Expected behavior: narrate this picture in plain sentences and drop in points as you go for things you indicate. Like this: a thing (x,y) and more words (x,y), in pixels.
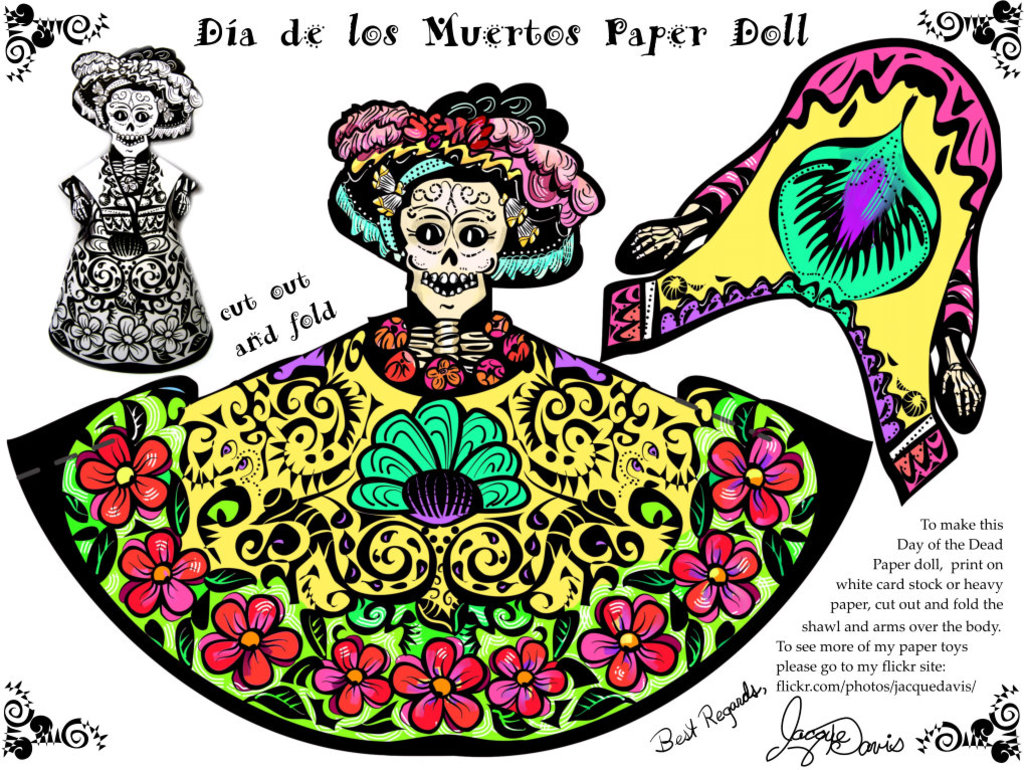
This is a painting, in this image there are some toys (135,159) and at the bottom (671,729) and on the top (195,41) there is some text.
